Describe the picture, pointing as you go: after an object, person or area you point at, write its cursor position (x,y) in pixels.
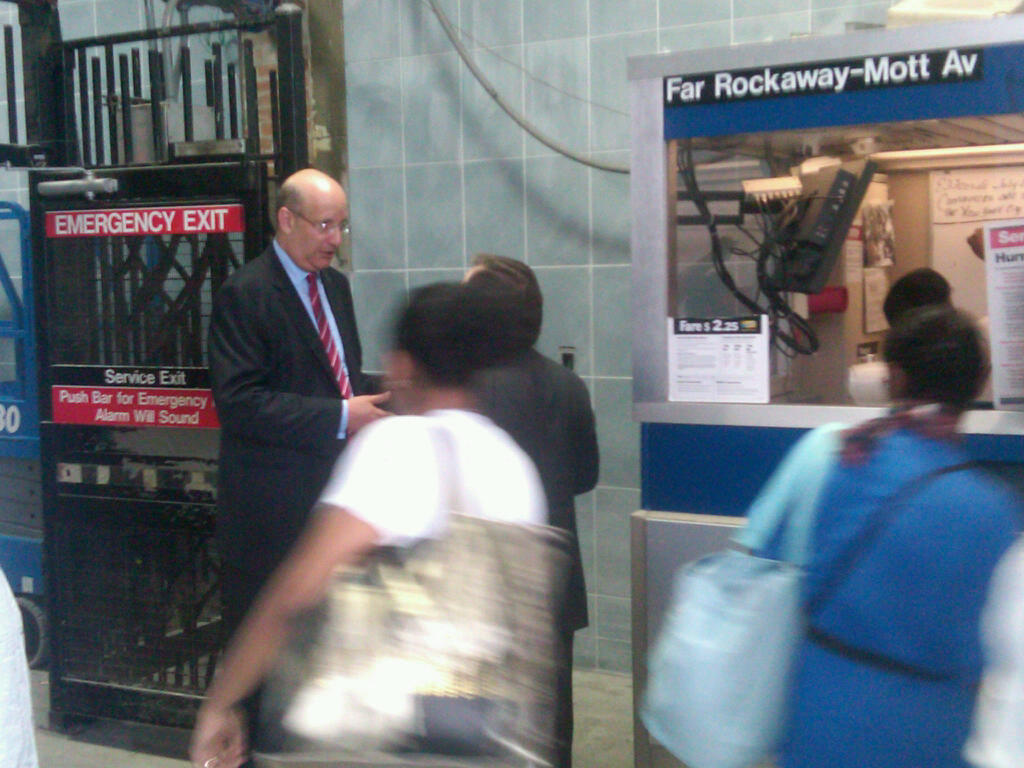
In this picture we can see a few people (895,354) on the path (76,765). There is a gate (125,372) on the left side (106,582). We can see a television (824,276), person (912,312) and few boards (687,396) on the shelf (809,411).
